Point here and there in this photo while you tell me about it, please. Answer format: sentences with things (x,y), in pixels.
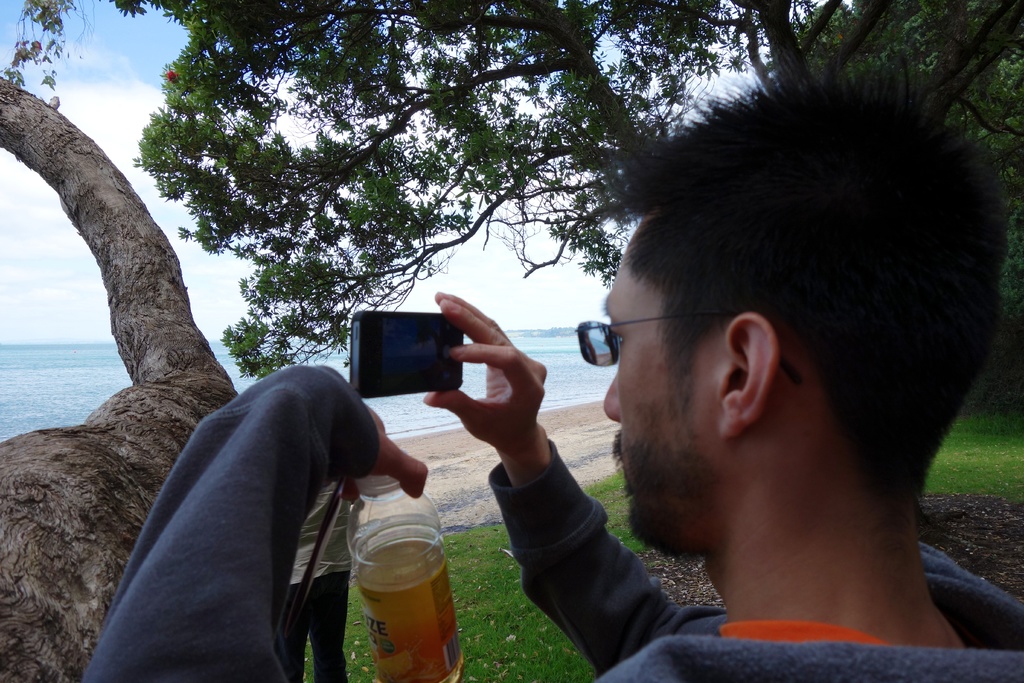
In this image there is a man (685,630) standing. He is holding a bottle (401,516) and a camera (415,351) in his hand (501,337). In front of him there is another person (341,543) standing. In the background (98,370) there is the water (85,366). On the either sides of the image there are trees (689,71). There is grass (479,626) on the ground (458,625). At the top (130,95) there is the sky (129,97).
